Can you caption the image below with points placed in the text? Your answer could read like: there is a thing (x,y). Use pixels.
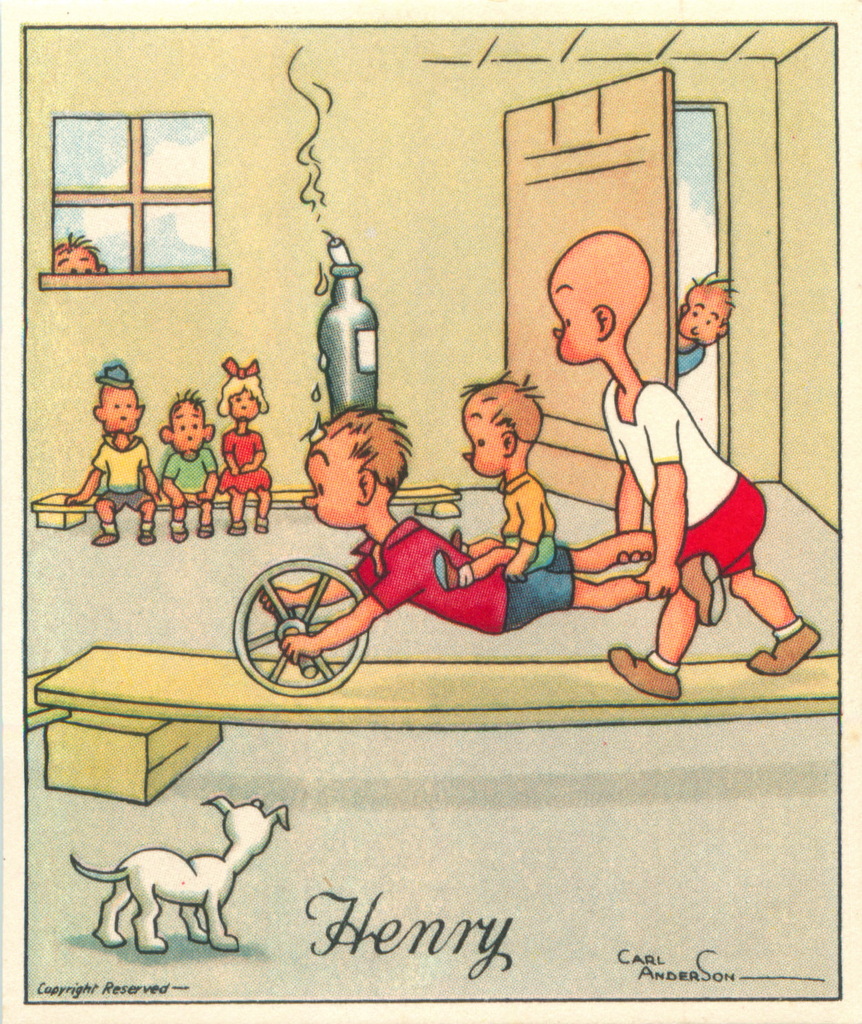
It is an animated image, in a room (154,579) there are group of kids (618,597) and they are performing some activity and beside the kids (629,591) there is a dog (234,872).
